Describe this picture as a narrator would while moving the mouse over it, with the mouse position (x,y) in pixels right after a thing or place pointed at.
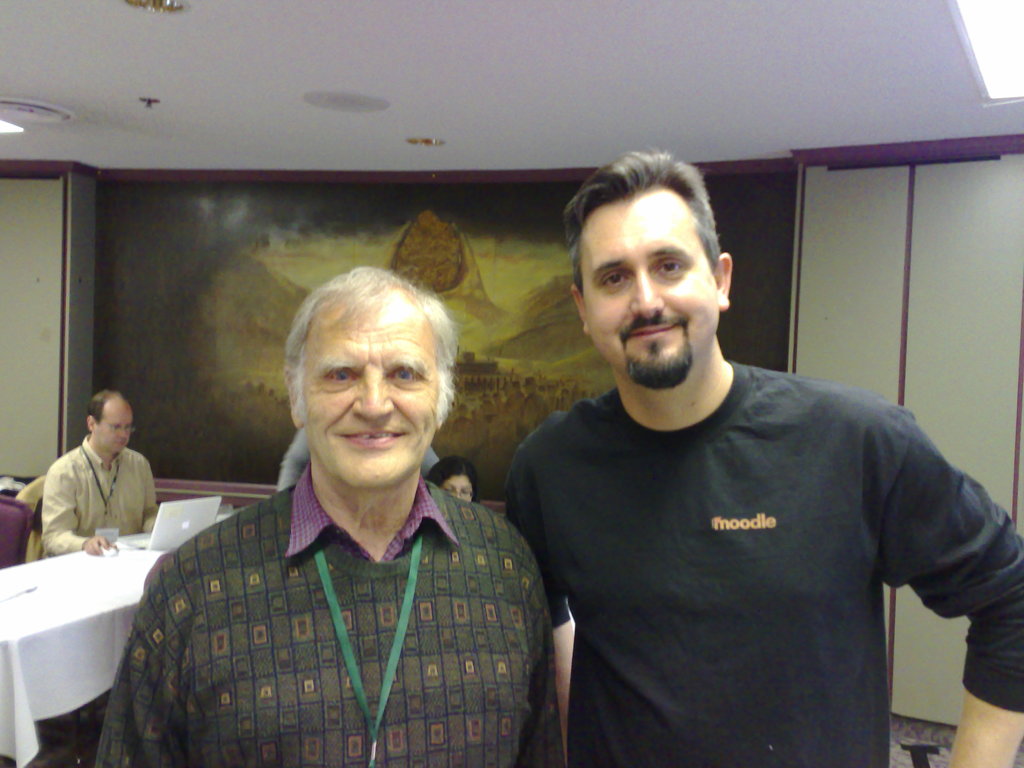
There are two persons (651,640) in this image looking at the camera and at the background of the image (554,309) there is a scenery (426,267).
